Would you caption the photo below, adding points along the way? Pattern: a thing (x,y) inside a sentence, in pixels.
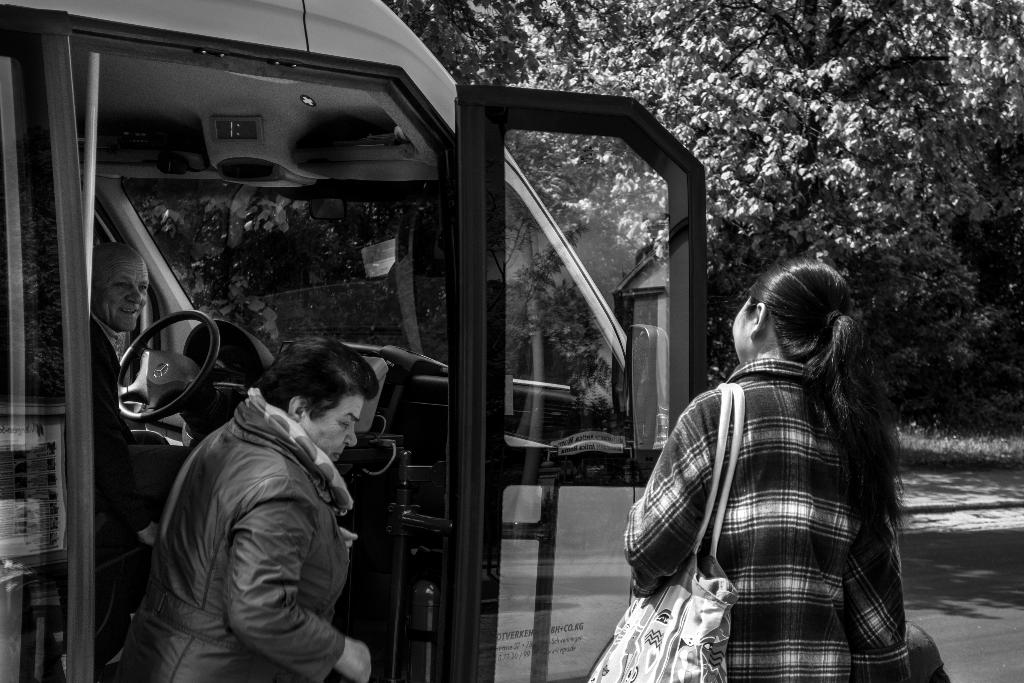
In this image I can see a person (93,274) visible in the vehicle (61,261) and I can see two persons (308,543) visible in front of the vehicle (619,582) and in the top right (928,105) I can see plant (878,205).
